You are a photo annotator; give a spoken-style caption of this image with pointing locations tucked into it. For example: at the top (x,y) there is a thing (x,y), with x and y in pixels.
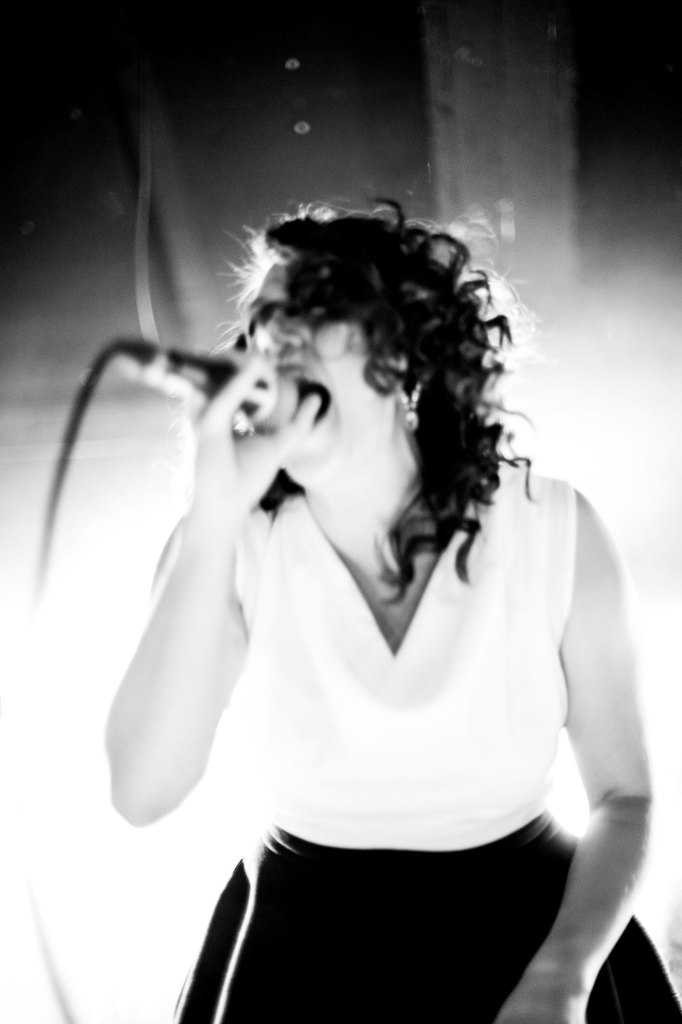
In this image it seems like a woman (578,736) is standing and singing with the mic (173,365).
